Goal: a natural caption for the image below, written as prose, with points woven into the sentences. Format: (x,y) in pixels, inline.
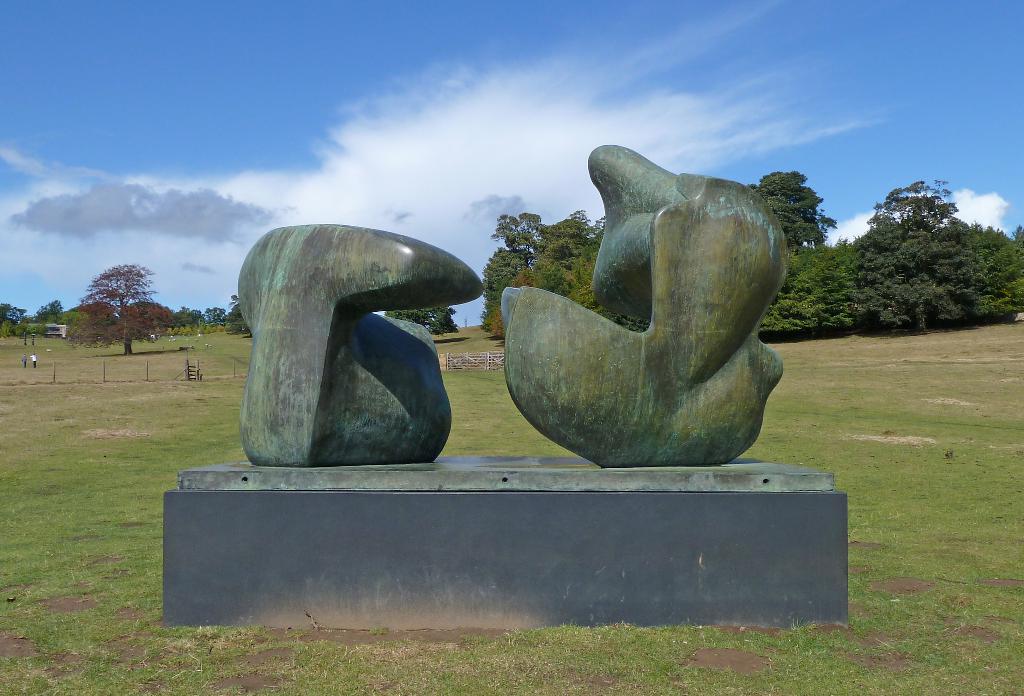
This image is taken outdoors. At the top of the image (137,201) there is the sky (181,207) with clouds (234,248). At the bottom of the image (83,589) there is a ground (123,528) with grass (887,569) on it. In the background (179,325) there are many trees (524,274) with leaves (830,293), stems (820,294) and branches (485,307). There is a person (36,359). In the middle of the image (396,295) there are two sculptures (263,353) on the cornerstone (596,479). There is a fence (486,365).
